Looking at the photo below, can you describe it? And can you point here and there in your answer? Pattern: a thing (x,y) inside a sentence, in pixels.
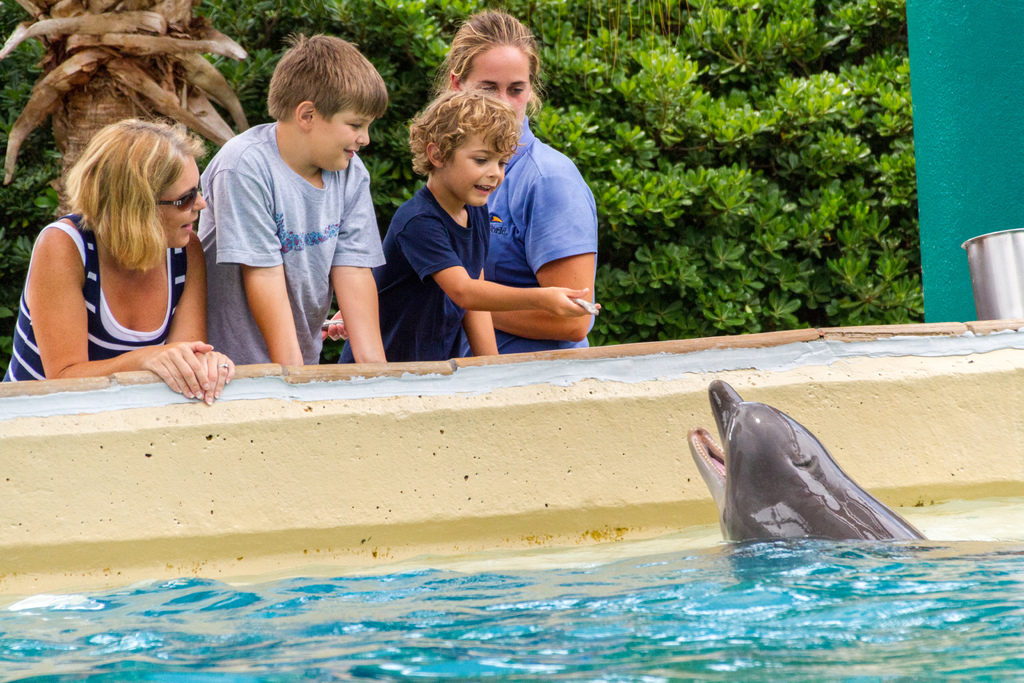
In this image we can see there are people (340,217) standing and holding a meat (585,303) and in front of them there is a wall (257,431) and dolphin (759,515) in the water (756,564). At the back (761,67) there are trees (761,67), pillar (944,202) and iron object (990,279).
